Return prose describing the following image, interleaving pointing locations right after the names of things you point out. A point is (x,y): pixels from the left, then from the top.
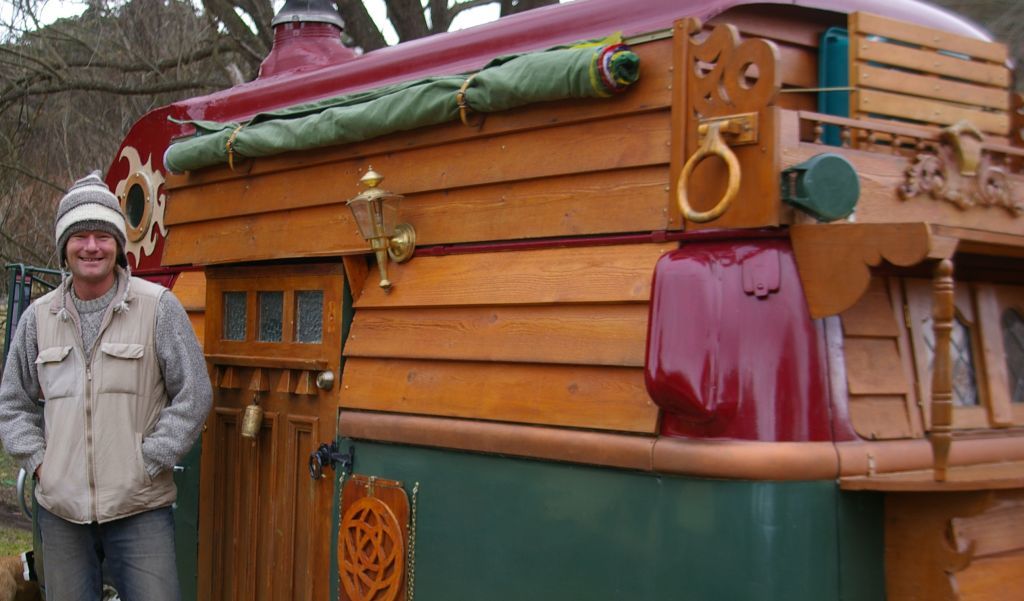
In this picture I can see a man (110,412) is standing. The man (88,340) is wearing a cap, jacket (104,402) and pant (146,559). The man (97,434) is smiling. On the right side (706,223) I can see a wooden object (572,372). In the background (203,74) I can see tree (240,54).
